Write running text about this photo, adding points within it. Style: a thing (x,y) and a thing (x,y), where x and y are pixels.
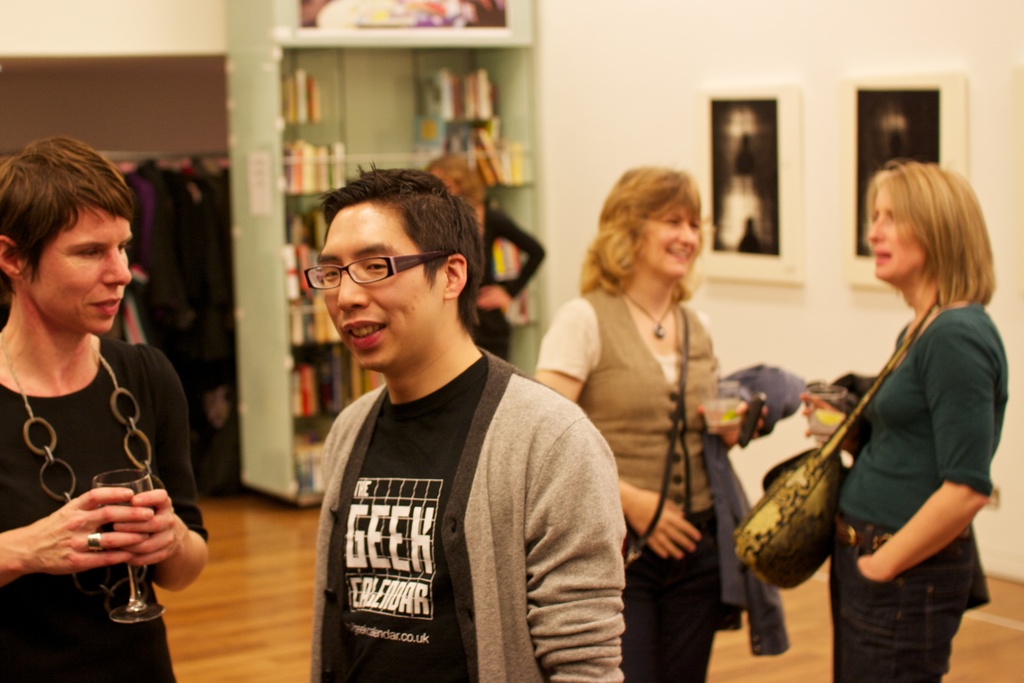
This picture describes about group of people (446,435), in the left side of the given image we can see a woman (74,362), she is holding a glass (126,483) in her hand (77,522), in the background (447,121) we can see few books (436,135) in the racks (364,78), and also we can see few paintings (745,120) on the wall (665,123).
